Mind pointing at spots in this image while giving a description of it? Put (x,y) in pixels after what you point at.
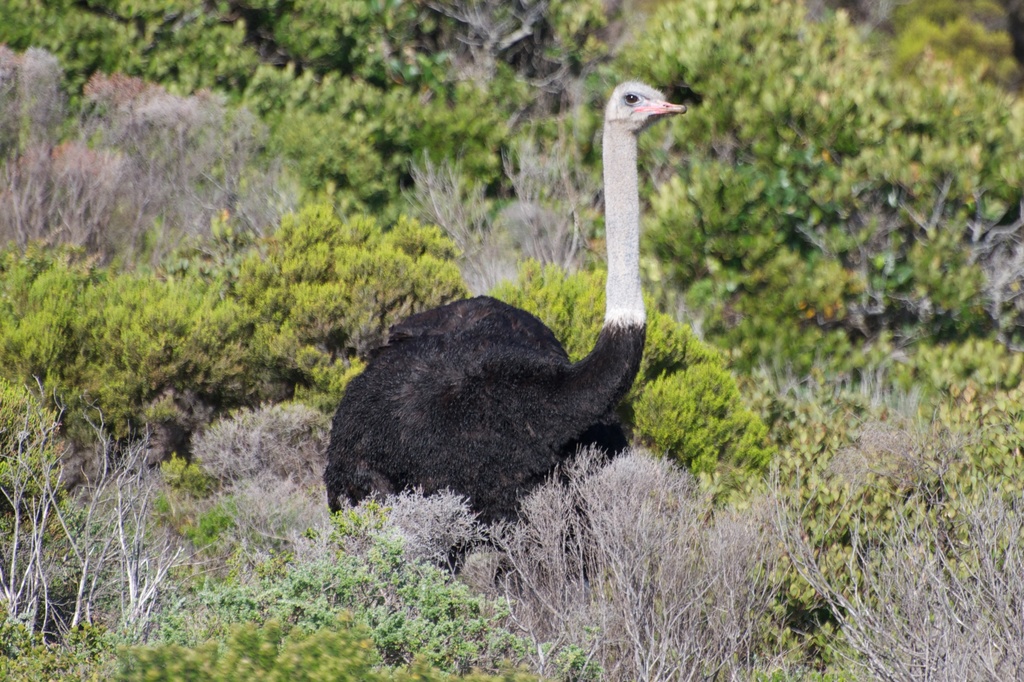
In this picture we can see the ostrich (453,309) which is standing near to the plants (545,546). In the background (782,18) we can see the trees (422,91).
